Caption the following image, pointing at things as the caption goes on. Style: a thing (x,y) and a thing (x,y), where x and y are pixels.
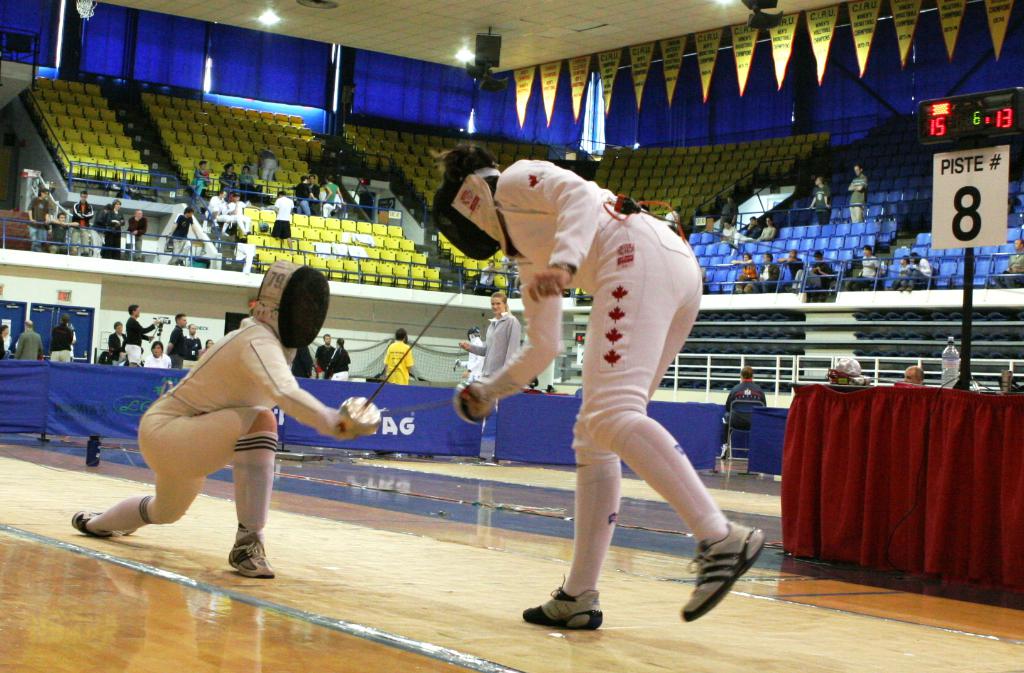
In this image we can see two persons (542,357) are standing on the floor (464,618), and wearing the white dress (528,163), there are the group of people (315,198) sitting on the chairs (75,106), there are the lights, at above there is the roof (511,49).
